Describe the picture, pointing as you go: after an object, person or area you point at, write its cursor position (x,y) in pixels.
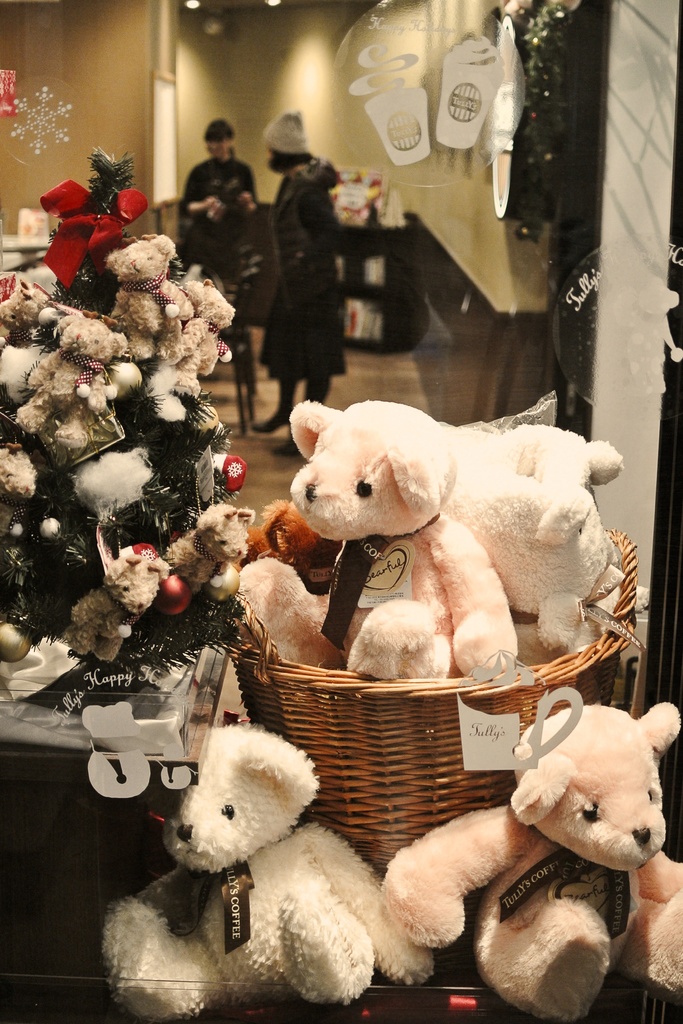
In this image we can see a group of dolls (302,773), a basket (235,652) and a tree (103,528) decorated with some toys (70,416) and a ribbon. On the backside (299,361) we can see a wall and some people (321,283) standing on the floor (342,379).
